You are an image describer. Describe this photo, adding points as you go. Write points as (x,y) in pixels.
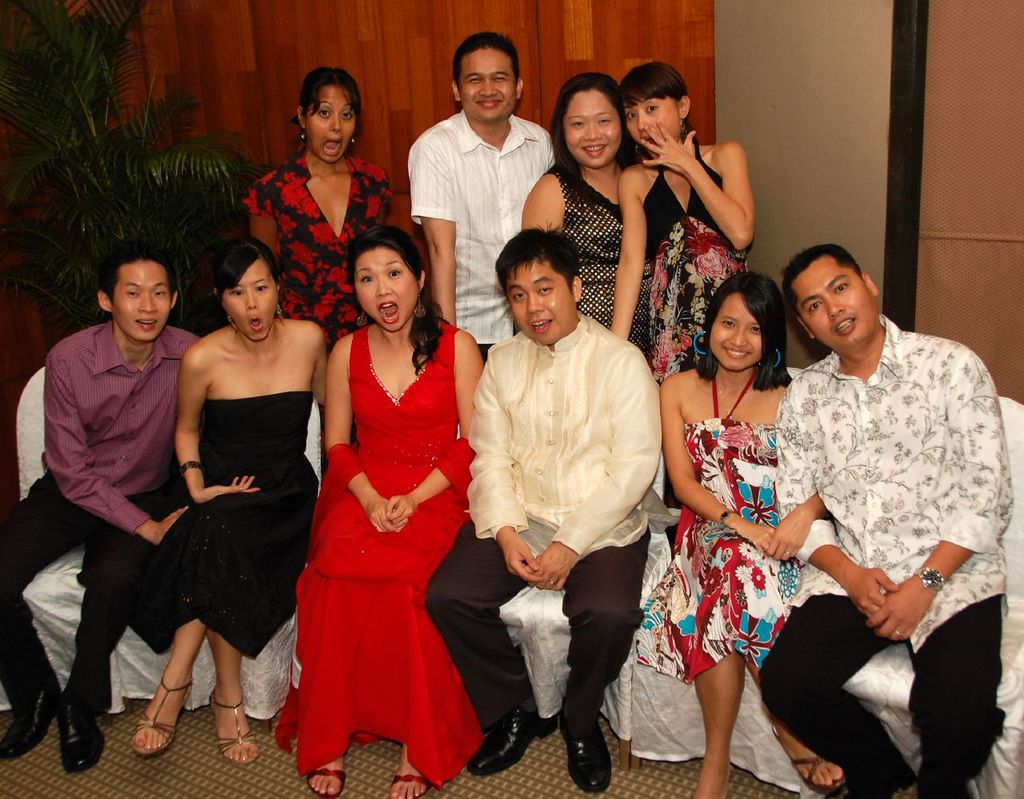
In the image there are a group of people (523,315) posing for the photo and behind them on the left side (133,144) there is a plant (148,128) and in the background (709,13) there is wood paneling (384,40).
